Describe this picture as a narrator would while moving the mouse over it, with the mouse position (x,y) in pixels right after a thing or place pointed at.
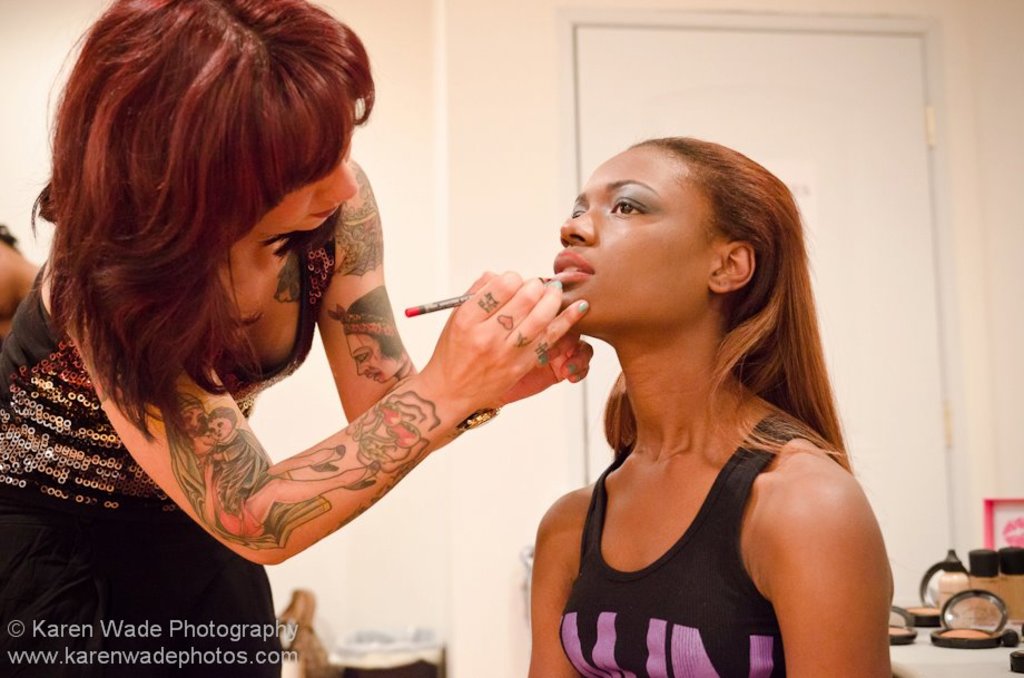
In this image there are two women (268,300) one woman (271,304) is holding a pencil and she is putting a lipstick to another woman (691,292). And in the background (909,502) there are some powders (961,595), table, door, wall (318,597) and some other objects (318,656). And another person (26,273), at the bottom of the image (199,651) there is text (229,647).
